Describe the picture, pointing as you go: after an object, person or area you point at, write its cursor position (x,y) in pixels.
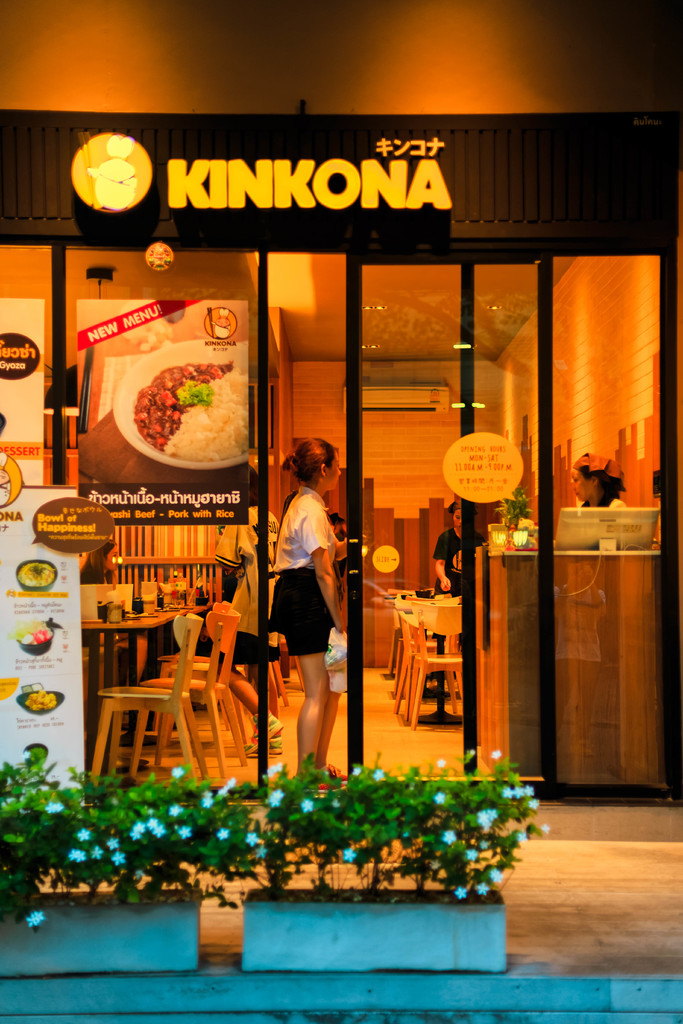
In this image, there are a few people (312,572). We can see some chairs (145,681) and tables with objects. We can see some glass doors (386,655). We can also see some plants (356,816) with flowers (492,816). There are a few posters (34,555) with text (24,451) and images (17,493). We can see the ground (604,921). We can also see a device (572,518) and the wall (492,169) with some text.
